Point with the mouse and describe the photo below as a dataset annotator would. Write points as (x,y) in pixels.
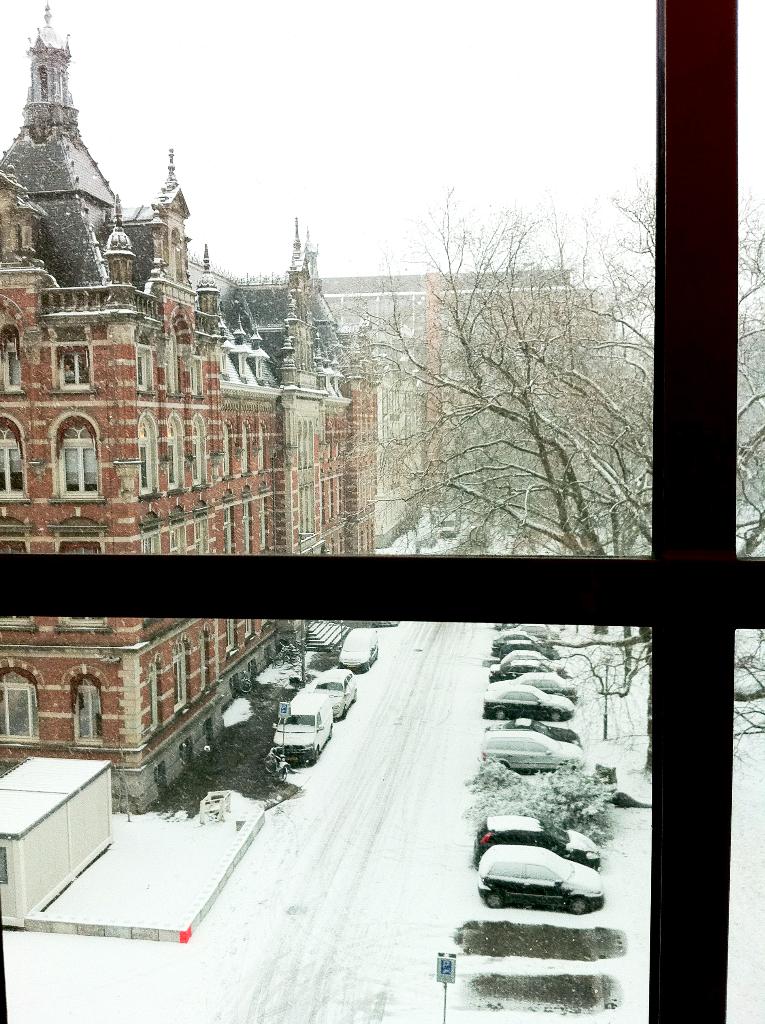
In the image we can see in front there is a window (666,240) and outside the window (667,228) there is a building (333,413). There are cars (372,652) parked on the road (463,799) and the road (424,859) is covered with snow (444,736). Behind there are lot of trees (562,479).
